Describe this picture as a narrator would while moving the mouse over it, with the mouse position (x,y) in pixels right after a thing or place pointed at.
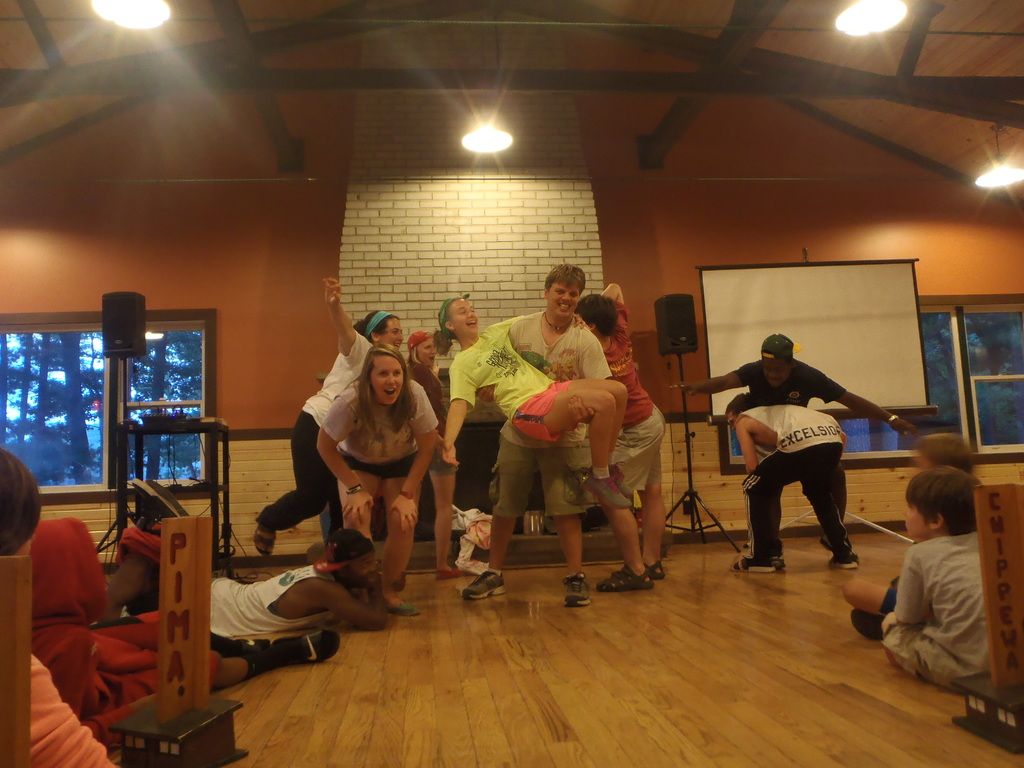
In this image we can see people (633,506) standing and some of them are sitting. The man (474,582) standing in the center (502,378) is holding a person (583,398). In the background (670,459) there is a wall (276,307) and we can see windows (972,450). On the right (753,338) there is a board (805,289). There are speakers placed on the stands (118,475). At the top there are lights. There are some objects (202,648).
